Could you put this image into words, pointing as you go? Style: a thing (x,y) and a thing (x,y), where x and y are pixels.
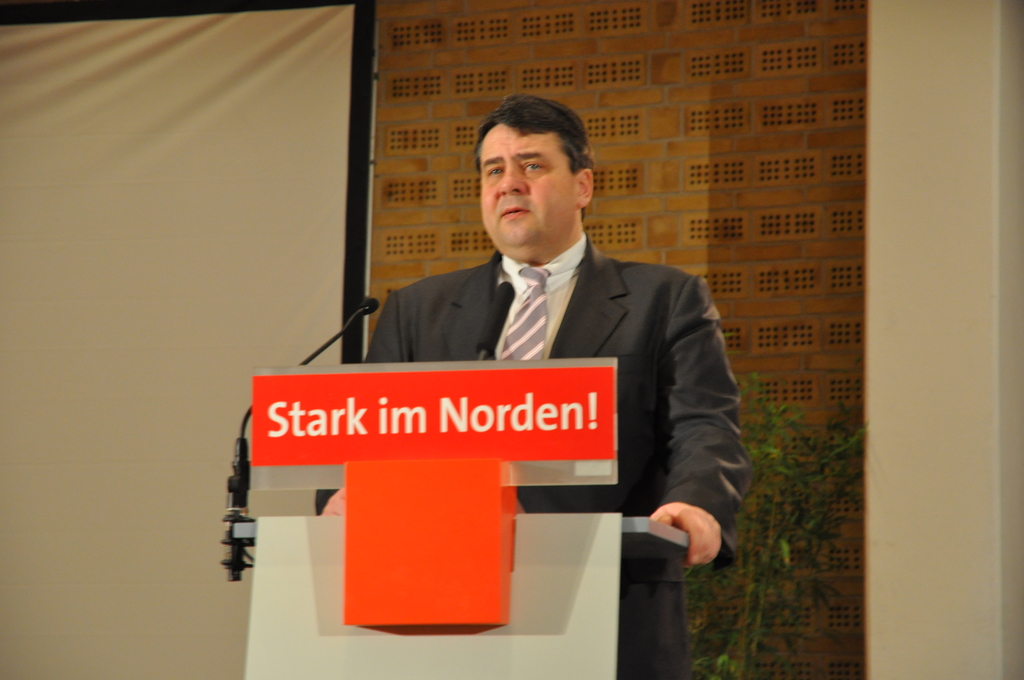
In the picture there is a person (667,442) standing near the podium (463,509) and talking, on the podium (377,424) there is a poster (538,415) with the text (551,421), there is a microphone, behind the person (533,215) there is a houseplant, there is a wall (403,34).
